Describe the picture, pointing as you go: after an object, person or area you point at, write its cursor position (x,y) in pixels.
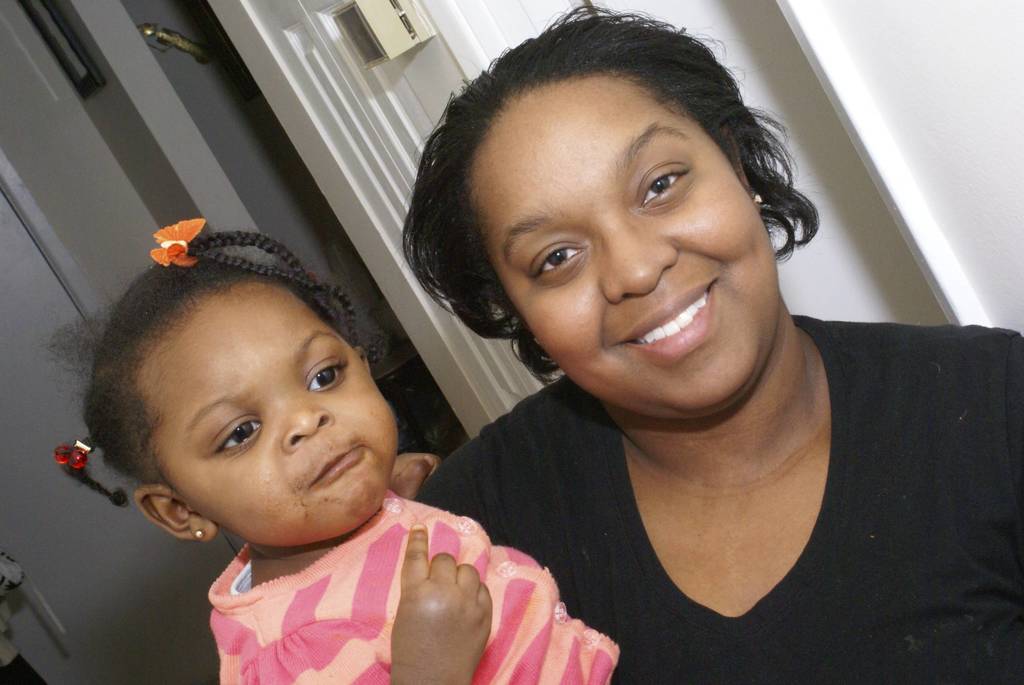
In this image, we can see a woman (675,452) standing and she is smiling, she is holding a kid (253,526), in the background (348,166) we can see a door (321,180).
